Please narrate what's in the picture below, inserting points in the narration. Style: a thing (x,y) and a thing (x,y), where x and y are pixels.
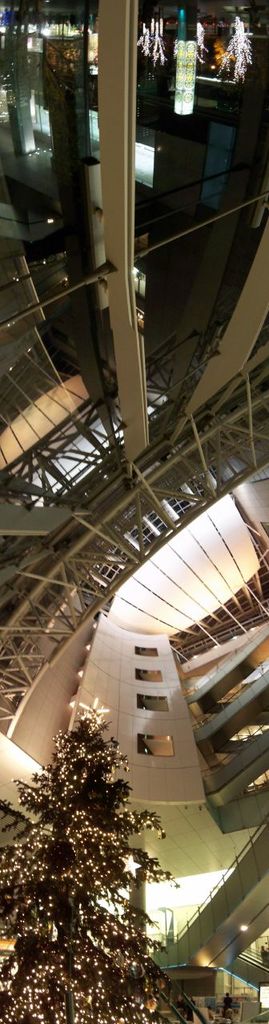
In this image I can see iron strings (124,507), glass doors (149,86), stairs (248,863), walls (129,681), and at the bottom of the image (124,874) there is a tree (83,704) decorated with lights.
